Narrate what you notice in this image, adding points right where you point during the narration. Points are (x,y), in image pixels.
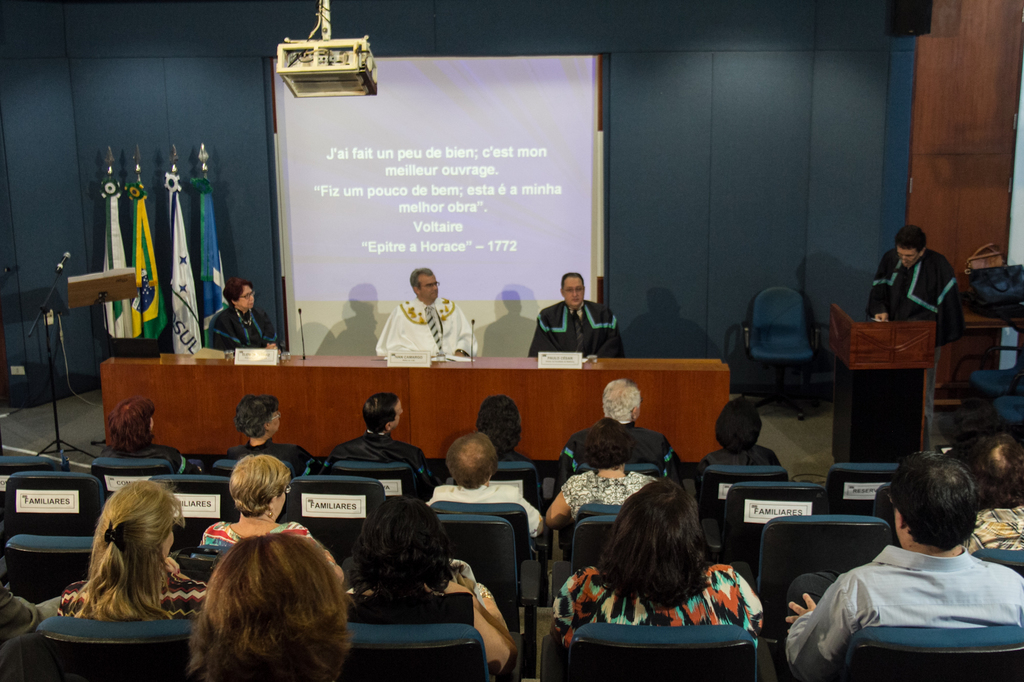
In this picture there are three persons (422,346) who are sitting near to the table (624,362). On the right (935,307) there is a man (941,284) who is standing near to the speech desk (880,398). At the bottom (148,593) I can see many people (299,666) were sitting on the chair (341,546) and listening to him. In the background (503,98) I can see the projector screen (426,183). Beside that I can see the flags (182,237) which is placed near to the wall (180,98). At the top (305,37) there is a projector machine (362,41).
